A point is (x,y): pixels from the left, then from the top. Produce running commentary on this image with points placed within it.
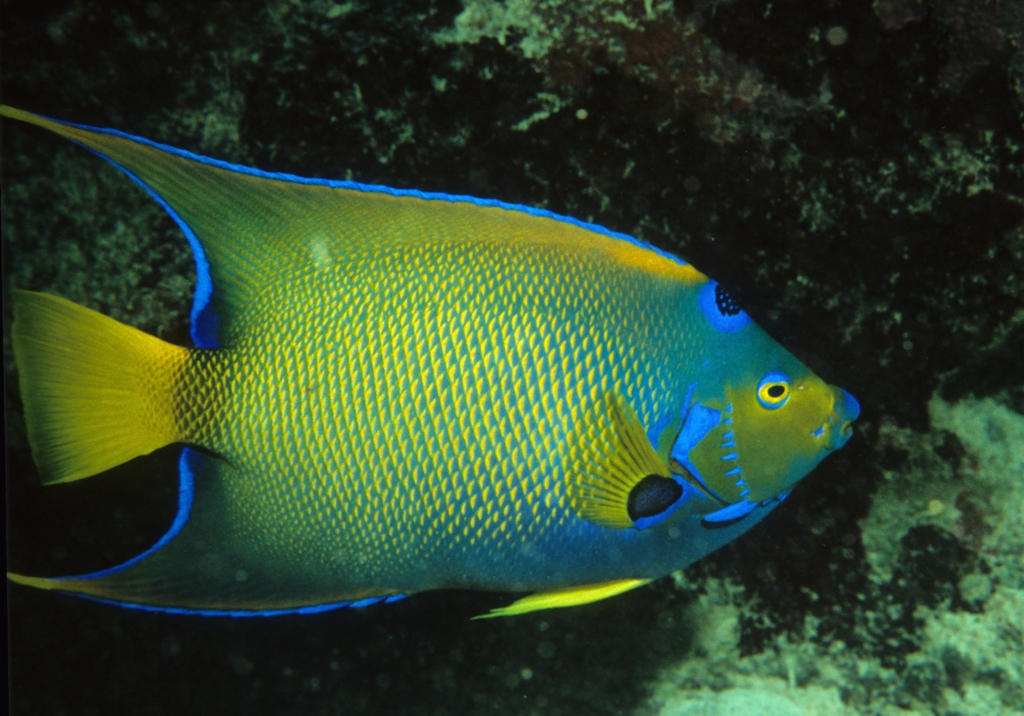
In the picture we can see a fish (253,448) in the water (809,510), which is shining with a yellow color and blue borders (437,199) and besides to the fish (779,468) we can see some water plants (863,538).
